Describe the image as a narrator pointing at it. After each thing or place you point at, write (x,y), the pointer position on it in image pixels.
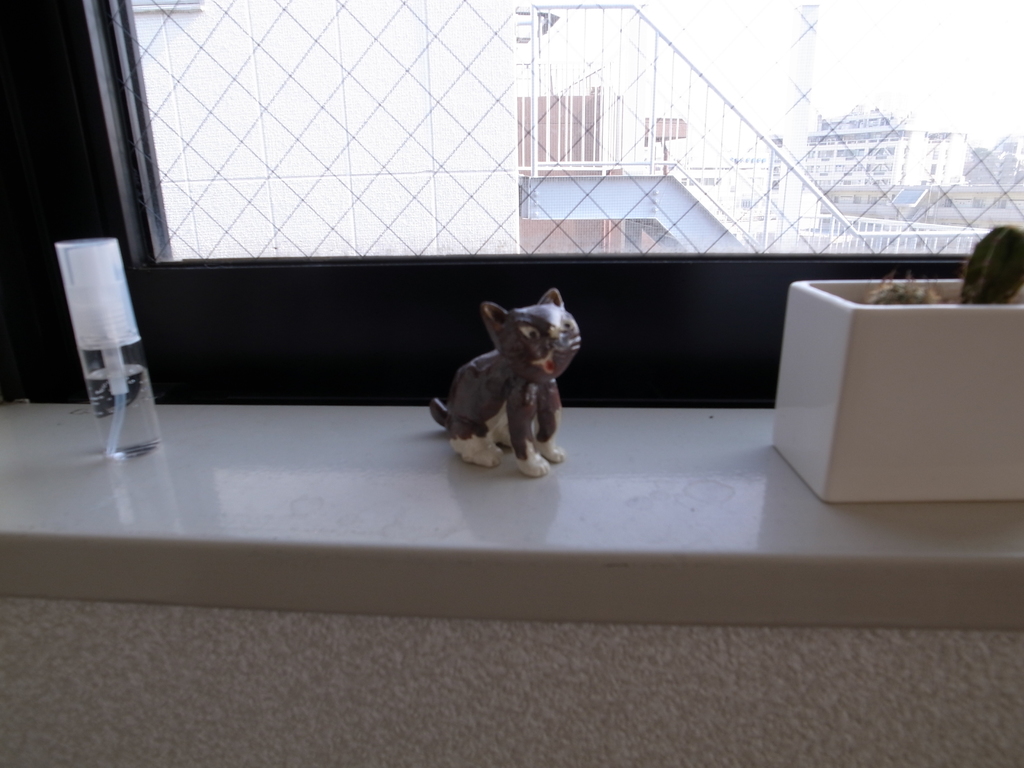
On this white surface (215,525) we can see bottle (109,441), statue (456,430) and plant (997,295). Through this window (640,145) we can see buildings (418,93).
